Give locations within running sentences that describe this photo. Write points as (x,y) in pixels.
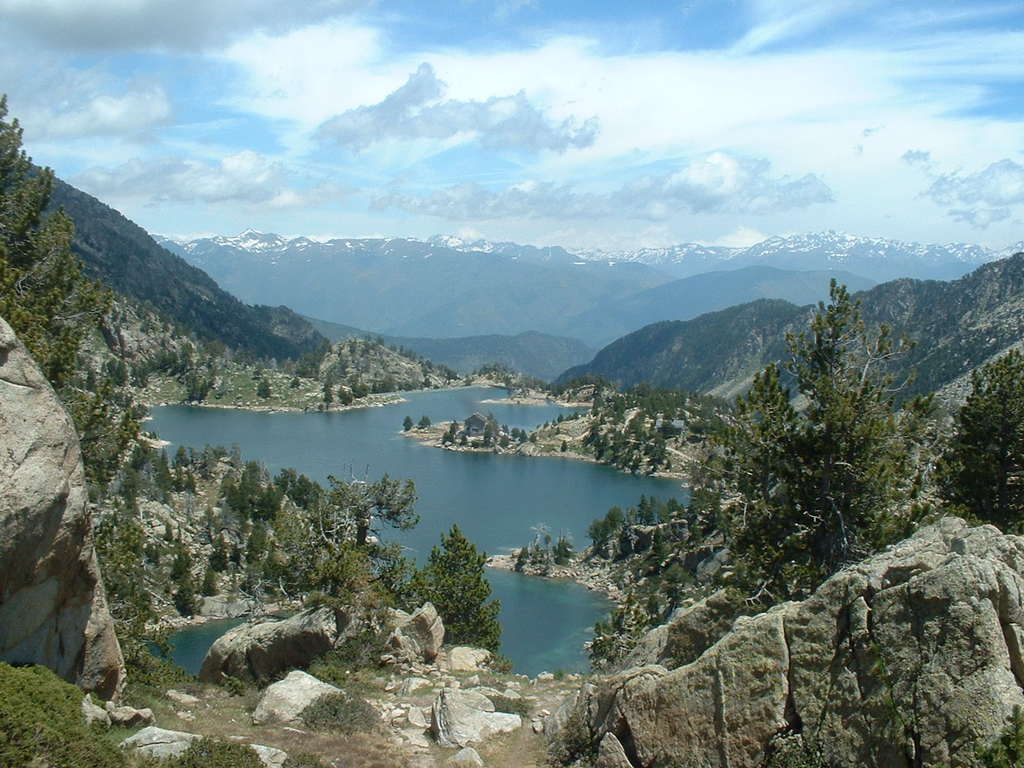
This is the picture of a mountain (950,292). In this image there are mountains (919,291) and trees (452,553). At the top (284,57) there is sky (356,44) and there are clouds (85,25). At the bottom (520,595) there is water (491,588). At the back (529,328) there is snow (258,248) on the mountain (515,276).
